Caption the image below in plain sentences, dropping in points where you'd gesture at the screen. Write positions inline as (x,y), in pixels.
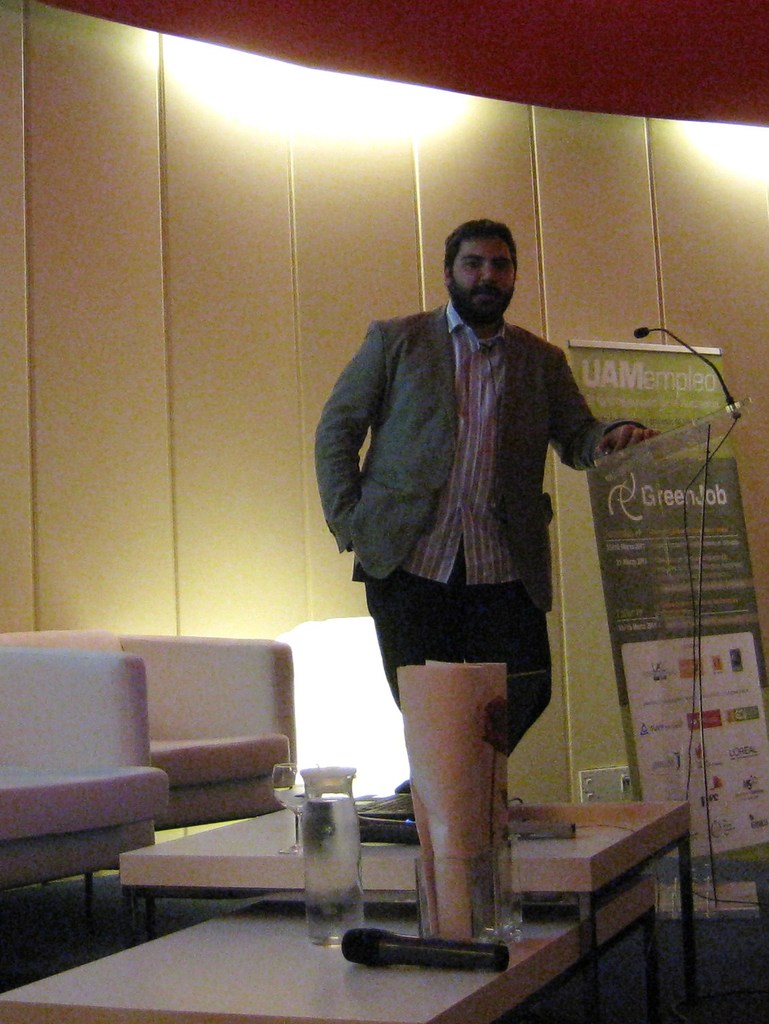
This picture shows the inner view of a room (665,435). There is one person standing near to the podium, one microphone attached to the podium (699,754), two chairs (206,704) near to the wall (570,673), two tables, one banner (727,532) with text (754,820) near to the podium (706,825), one switch board (618,787) attached to the wall (571,683), one wire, one light (334,639) on the floor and some objects (515,879) on the tables (459,979).
